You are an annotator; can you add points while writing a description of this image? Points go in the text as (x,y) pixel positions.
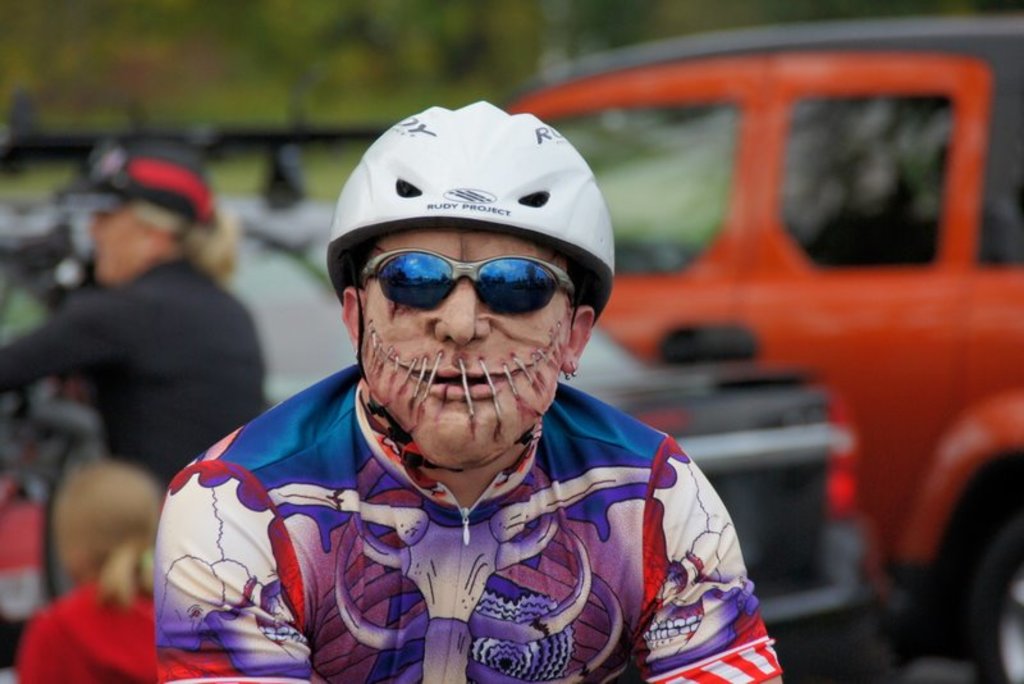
In this image there are a few people (139,384) and few vehicles (824,463) are parked. The background (218,107) is blurry.
